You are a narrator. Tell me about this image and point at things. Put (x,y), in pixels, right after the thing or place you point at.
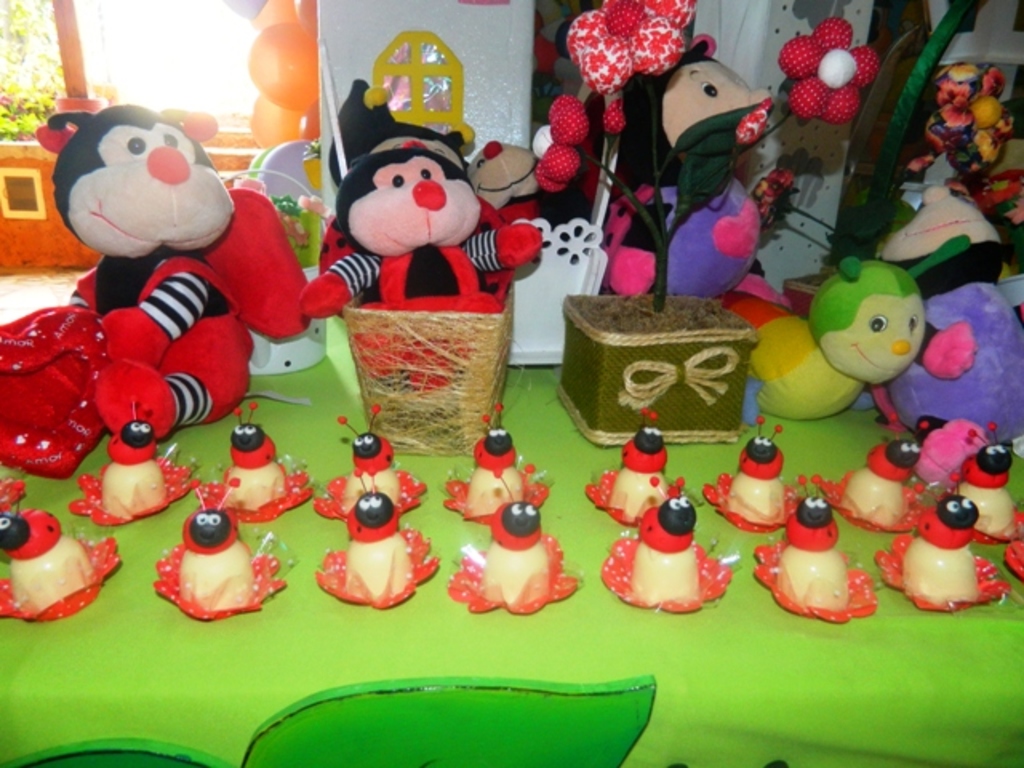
There are toys (400,505) on the table (632,638). In the background (25,114) we can see balloons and plants (37,97).
